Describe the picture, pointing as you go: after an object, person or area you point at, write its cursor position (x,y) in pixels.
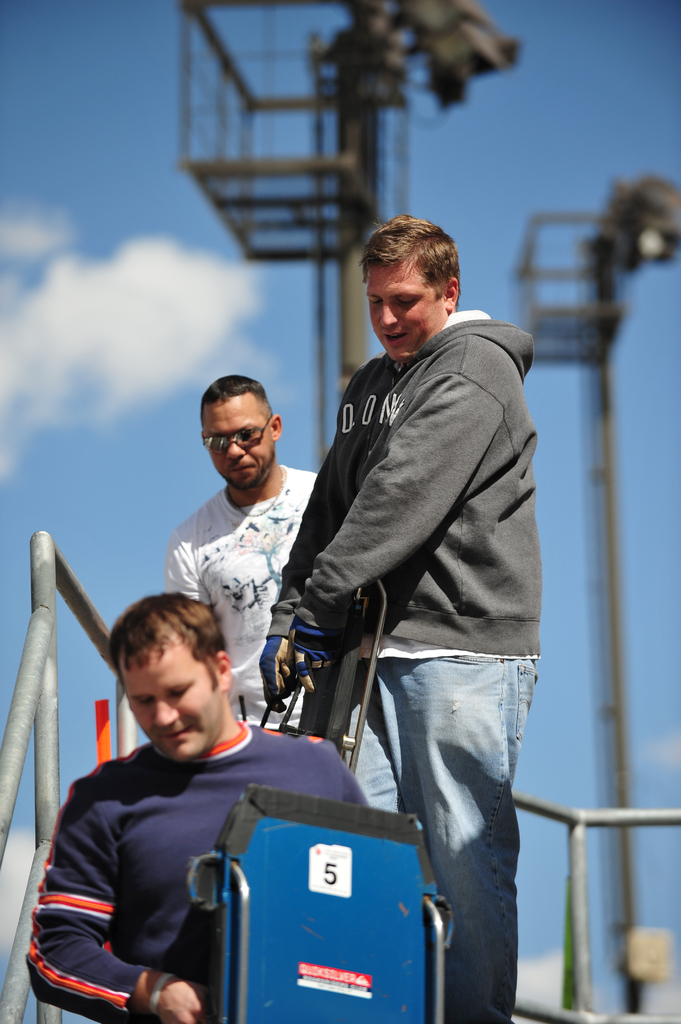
In this picture there is man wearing white color t-shirt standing on the stairs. In the front (200,821) there is a man (128,880) wearing navy blue color sweatshirt (151,868) holding a blue color trolley (319,811). Behind we can see the iron pole (292,203) and lights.
